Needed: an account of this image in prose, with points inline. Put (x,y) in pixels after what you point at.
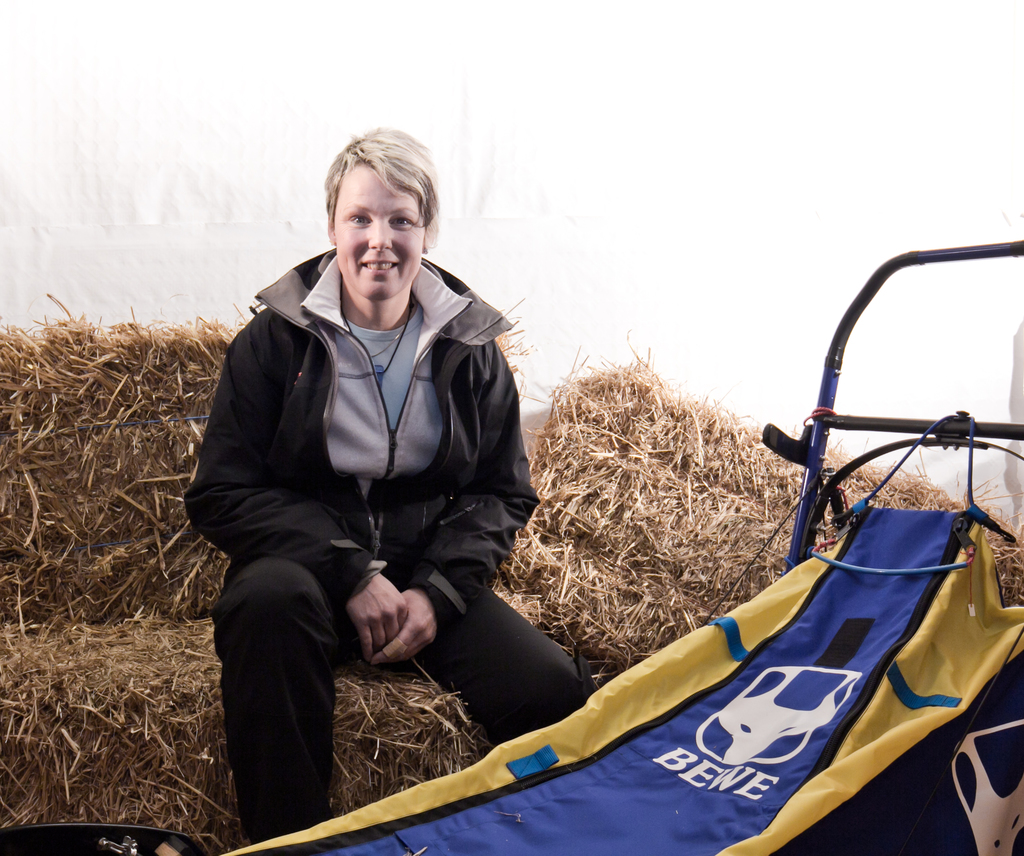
In this image I can see a person (365,442) wearing white t shirt (403,372), black jacket (294,424) and black pant (284,622) is sitting on the grass (151,642). I can see a blue and yellow colored object (687,703). In the background (683,623) I can see some grass (665,465) and the white colored surface (189,175).
